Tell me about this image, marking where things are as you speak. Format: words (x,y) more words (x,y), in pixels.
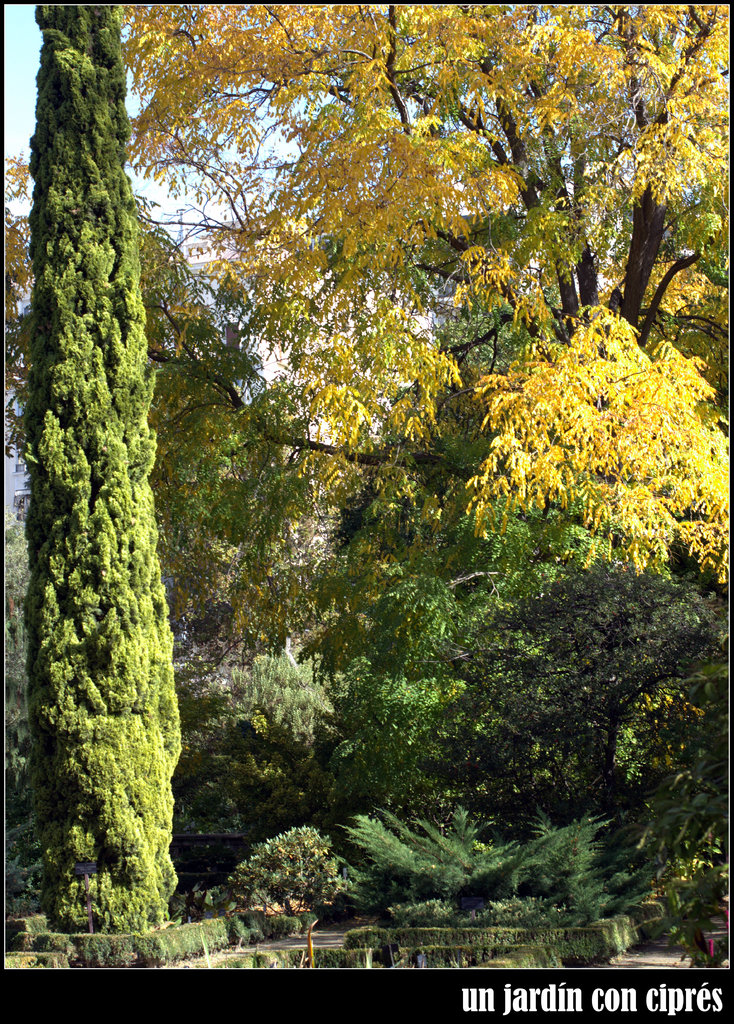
There is a garden (346,863), in which, there are plants (557,876), there are trees (687,688) and there is grass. In front of them, there is a watermark (570,986). In the background (165,216), there is blue sky (26,83).
